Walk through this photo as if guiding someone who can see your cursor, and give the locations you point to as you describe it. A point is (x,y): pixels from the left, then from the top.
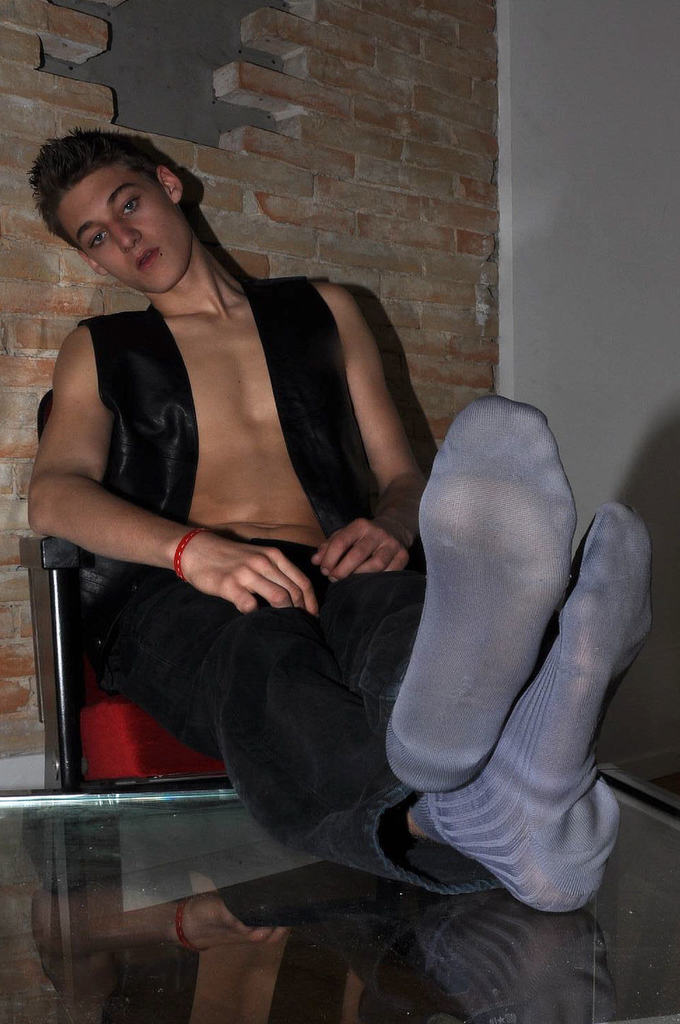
In this image in the center (325,555) there is one person (272,428) sitting on a chair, and in front of him there is a table like object (234,813) and in the background (641,157) there is wall (397,77).
